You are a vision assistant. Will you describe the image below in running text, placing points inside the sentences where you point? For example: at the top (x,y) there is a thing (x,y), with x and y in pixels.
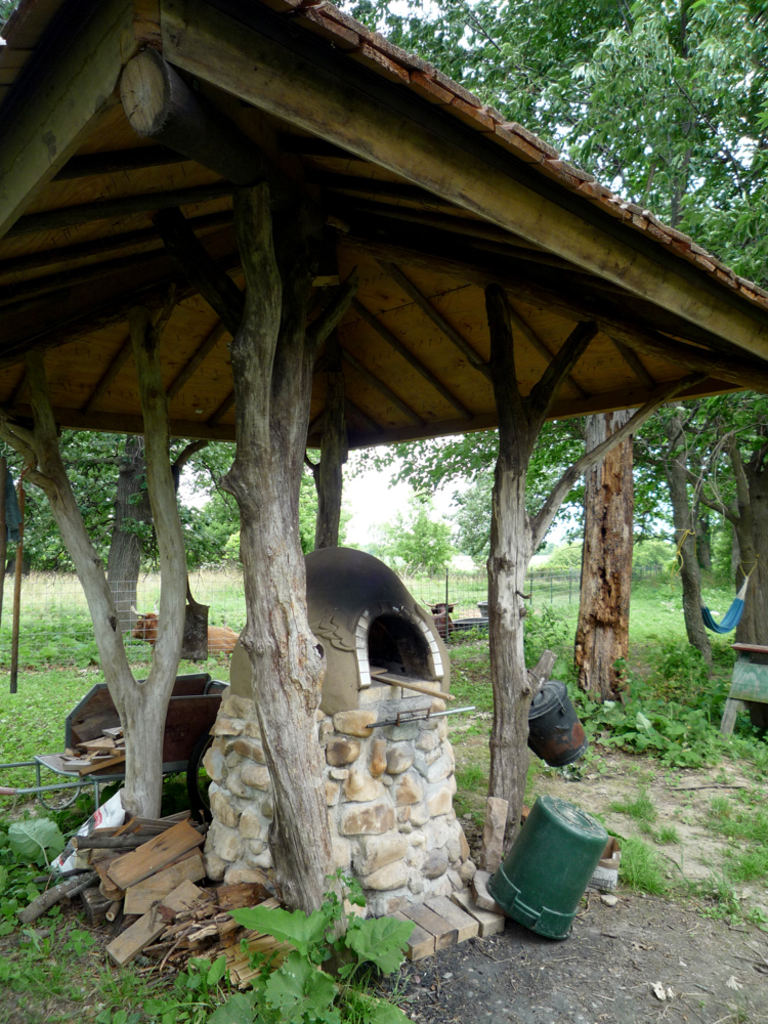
In this image there is a fireplace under the tent (354,389). There are wooden sticks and some other objects (109,719). At the bottom of the image (56,1022) there is grass (631,664) on the surface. There are cows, metal fence (231,619), plants (212,609), trees (590,109). At the top of the image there is sky (366,496).
